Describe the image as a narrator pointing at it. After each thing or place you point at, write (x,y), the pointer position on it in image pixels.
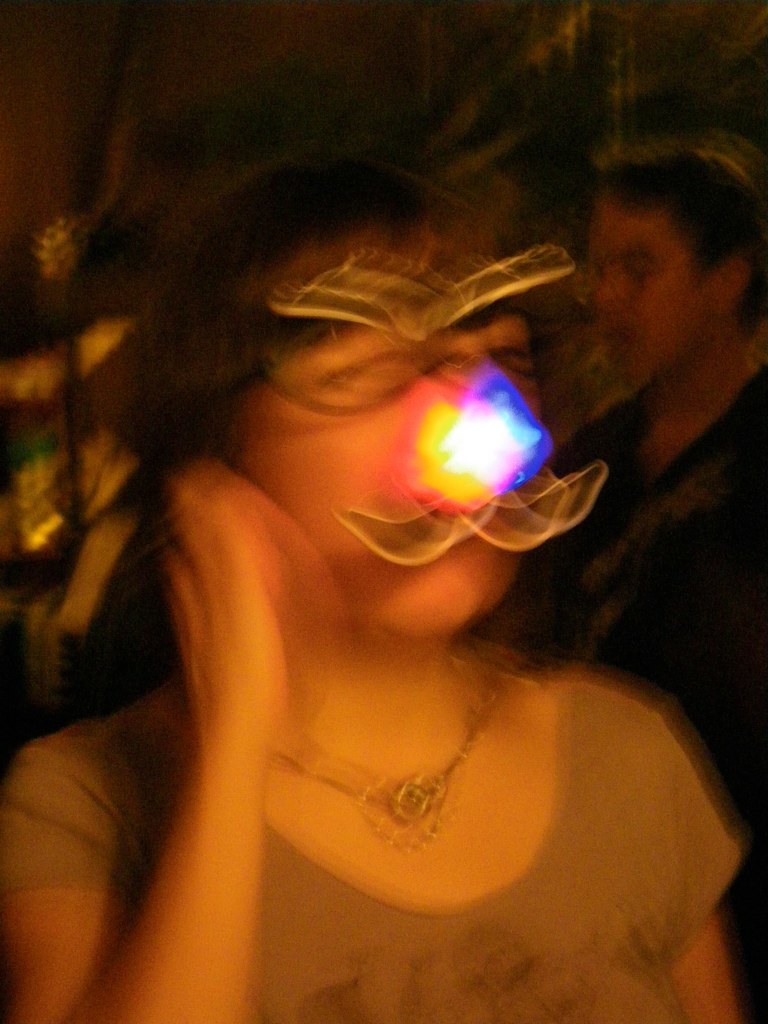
In this image, I can see two people (339,635) standing. This image looks slightly blurred.
